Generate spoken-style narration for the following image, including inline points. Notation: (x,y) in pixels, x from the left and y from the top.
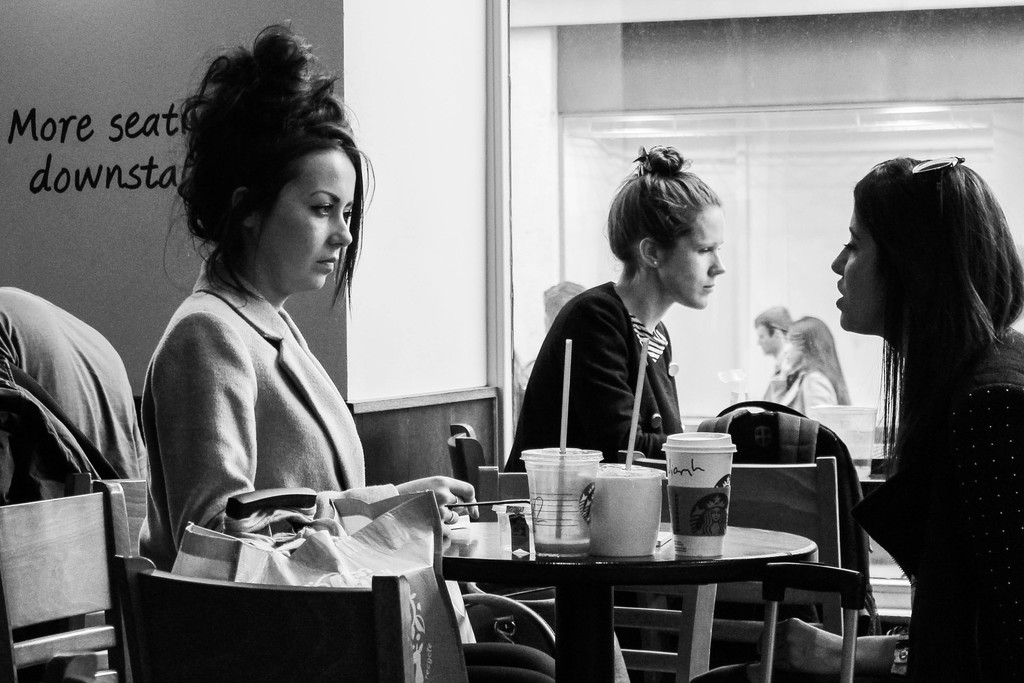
We can see three people (272,60) in the picture and sitting around the table (586,572) and on the table (648,566) we have glasses (538,454) with straw (561,443).
